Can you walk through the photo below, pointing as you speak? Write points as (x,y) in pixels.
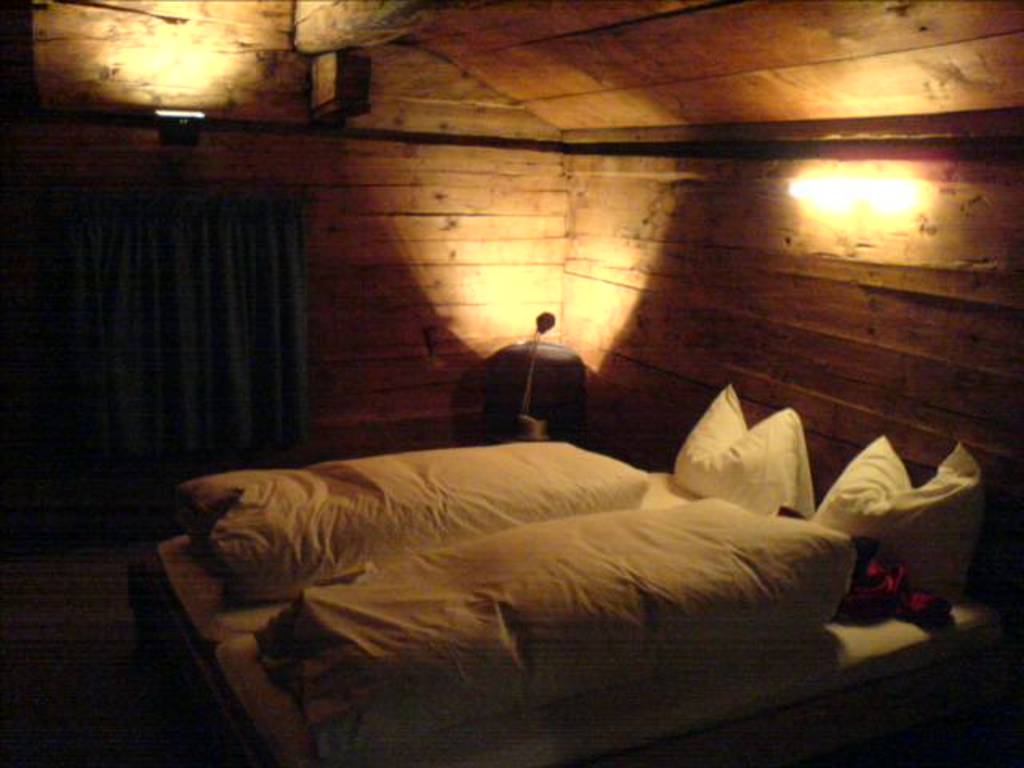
This picture consists of inside view of room (612,357), in the room (4,357) there is bed (243,663), on the bed (369,607) there are two blankets (616,527), two pillows (811,499) and the wall (422,247) beside the bed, on the wall (972,404) there is a light (832,190), curtain (265,395) visible.
